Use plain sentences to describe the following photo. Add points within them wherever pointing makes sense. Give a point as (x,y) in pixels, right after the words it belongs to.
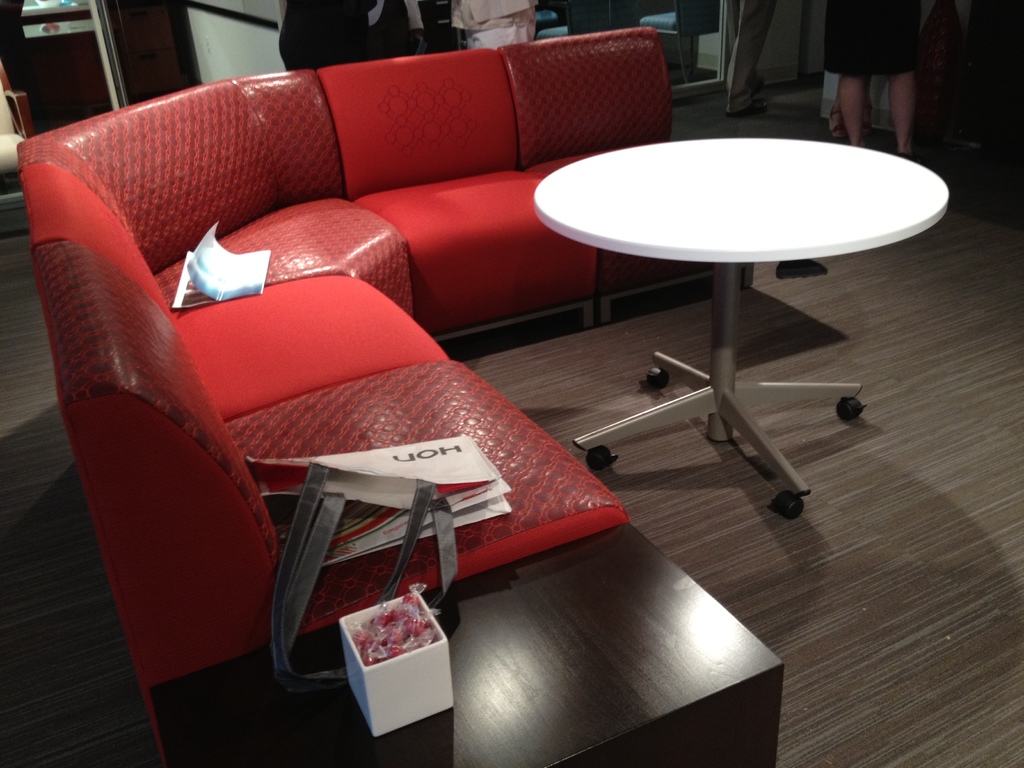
In this picture there is a red color sofa (417,245) on the floor (563,415) with a center table (716,284) in front of it. There is also a wooden table (588,652) beside the sofa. In the background (372,43) we also observe few people (840,68) standing.
